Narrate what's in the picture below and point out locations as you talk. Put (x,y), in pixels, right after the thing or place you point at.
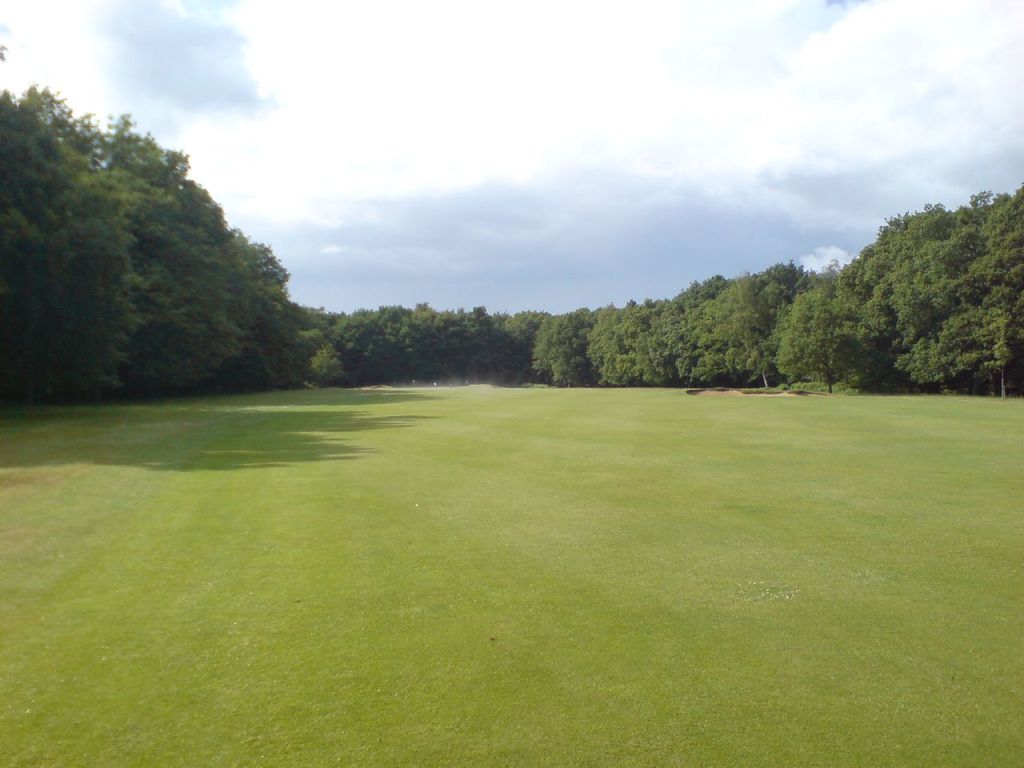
In this image we can see group of trees (701,364), grass field (526,531). In the background (523,43), we can see the cloudy sky (292,197).
